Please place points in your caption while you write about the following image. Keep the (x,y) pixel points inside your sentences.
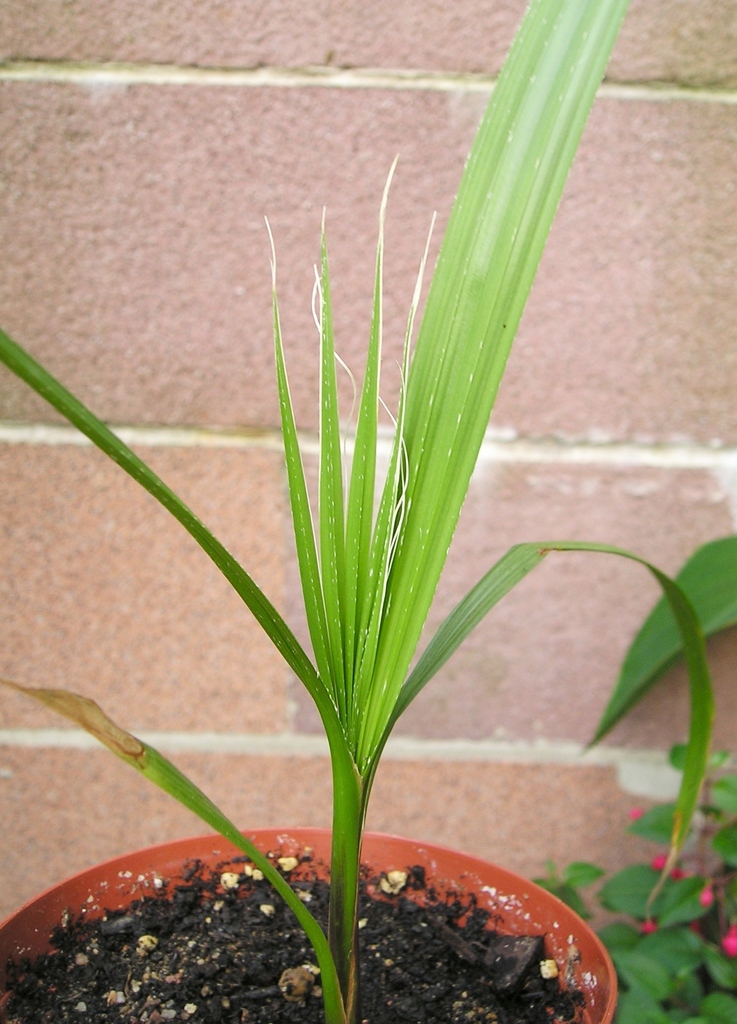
This image consists of a potted plant (353,548). In the background (88,285), there is a wall (721,319). On the right (715,947), we can see another plant (722,944).
